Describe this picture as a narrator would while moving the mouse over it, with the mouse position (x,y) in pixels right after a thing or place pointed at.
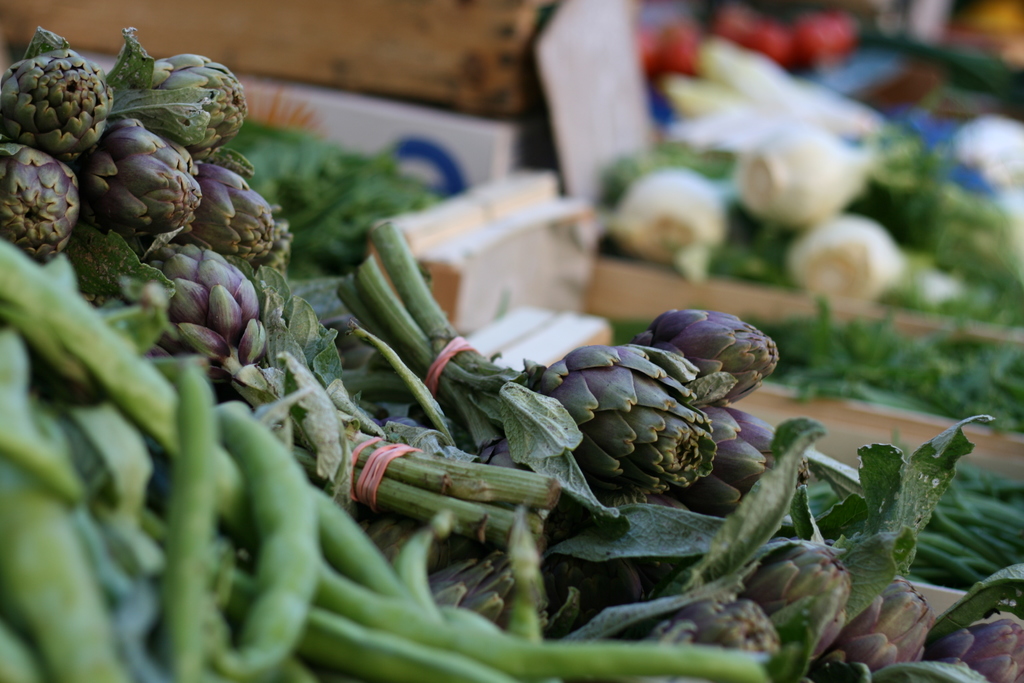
In this picture, it seems like leafy vegetables (577,483) in the foreground area of the image (378,425) and other vegetables (681,270) in the background (679,257).
